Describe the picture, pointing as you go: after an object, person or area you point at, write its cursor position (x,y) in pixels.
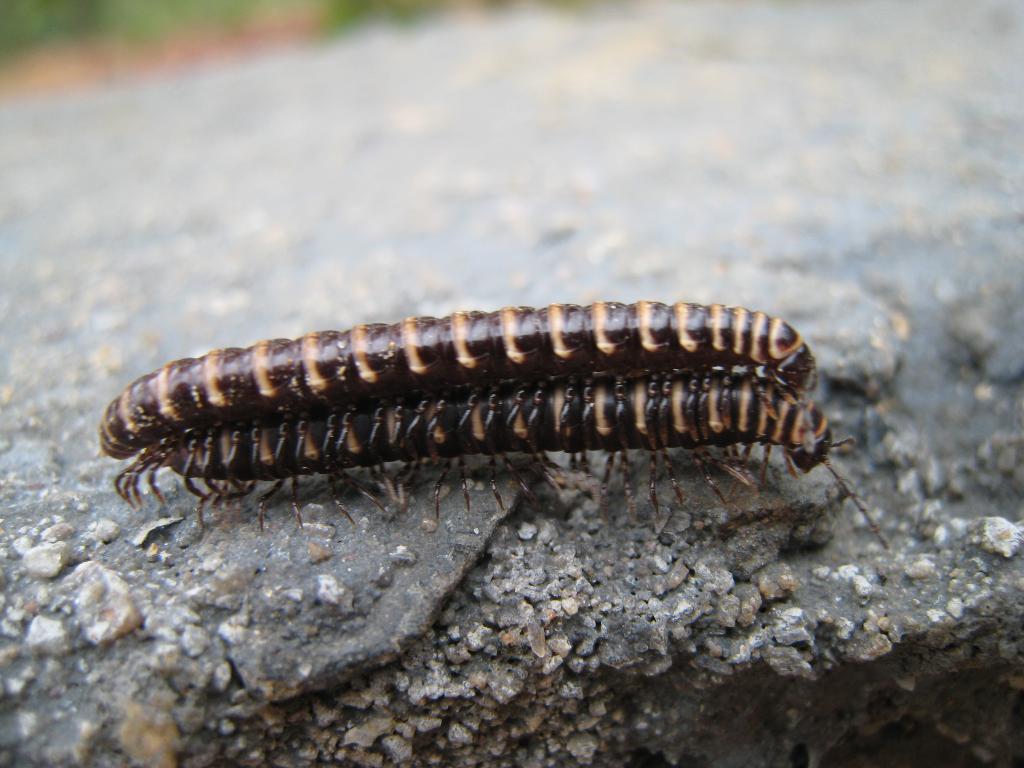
There are two insects (282,432) present on the surface (307,535) as we can see in the middle of this image (516,503).
